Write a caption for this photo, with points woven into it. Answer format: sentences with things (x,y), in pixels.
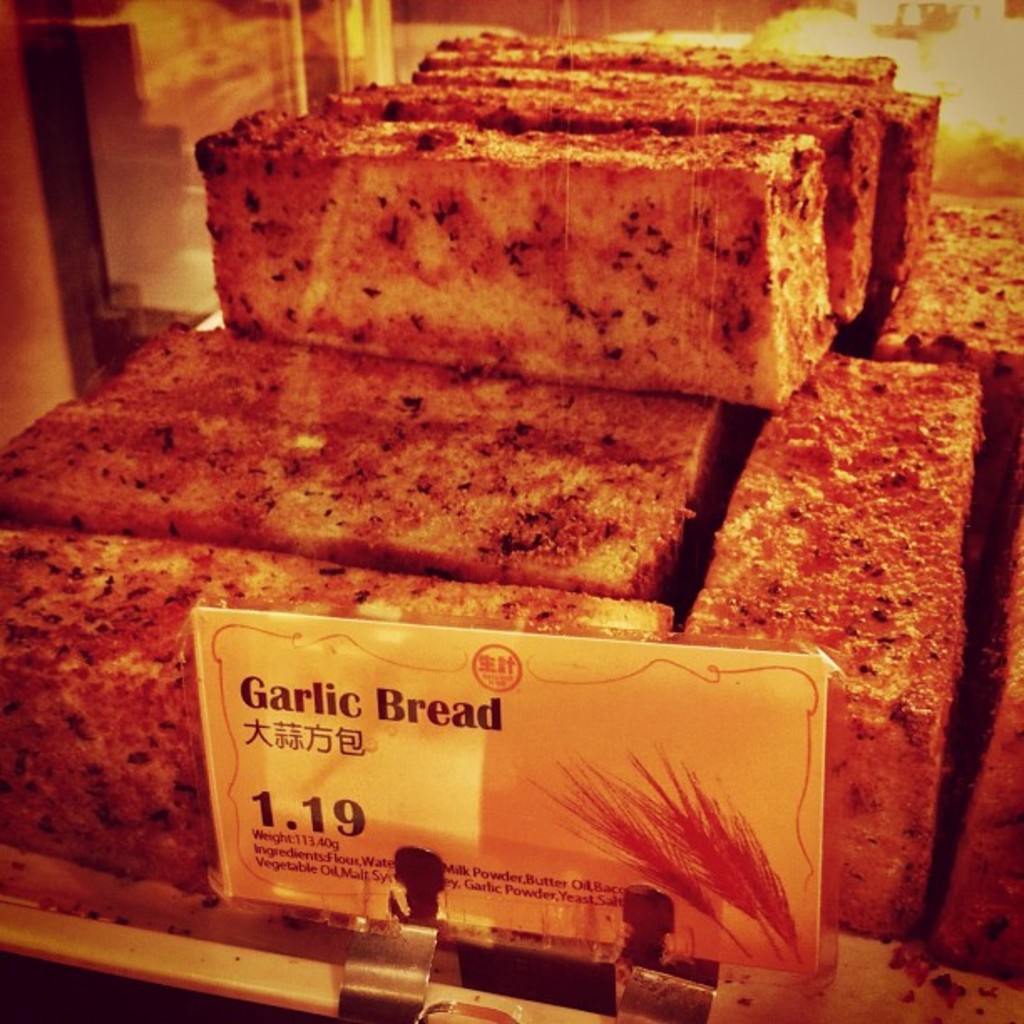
In this image there are so many slices (457,541) of garlic bread (301,156) kept on the tray (20,914), in front of them there is a price board (527,907).
